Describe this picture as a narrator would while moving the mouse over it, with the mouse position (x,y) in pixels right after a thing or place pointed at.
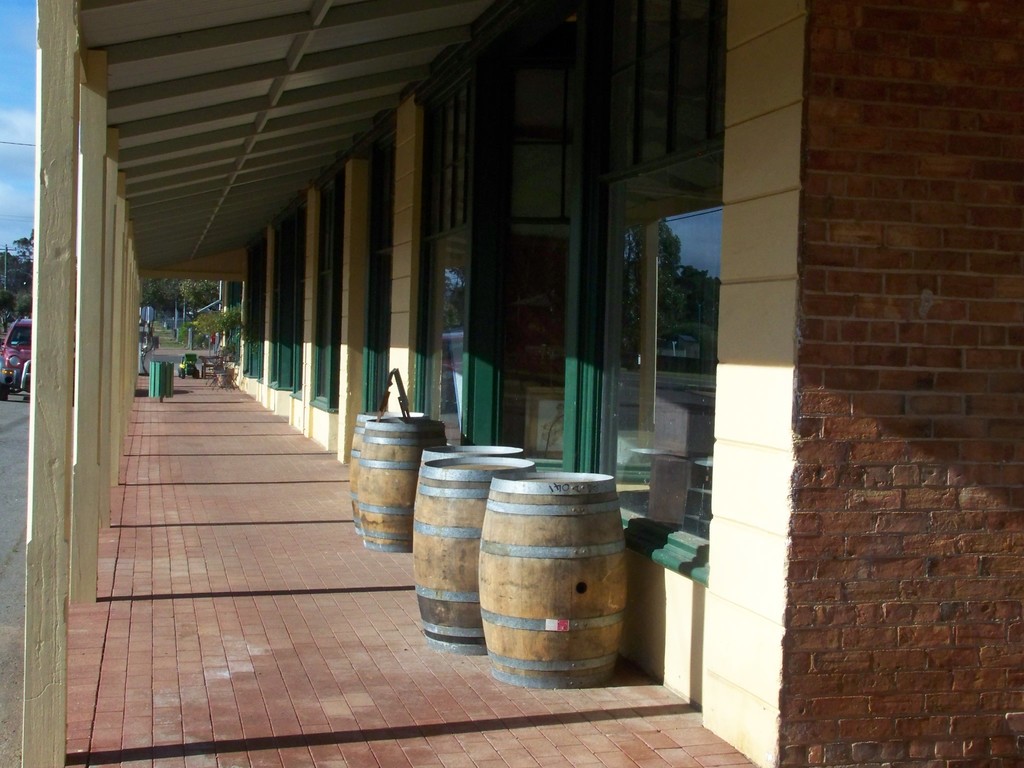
In this image we can see a building (418,233) with the wooden poles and some windows (522,264). We can also see some barrels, a container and some objects (189,372) placed under a roof (213,226). On the left side (4,137) we can see some vehicles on the road (15,422), some trees (165,304), a wire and the sky (11,148).
